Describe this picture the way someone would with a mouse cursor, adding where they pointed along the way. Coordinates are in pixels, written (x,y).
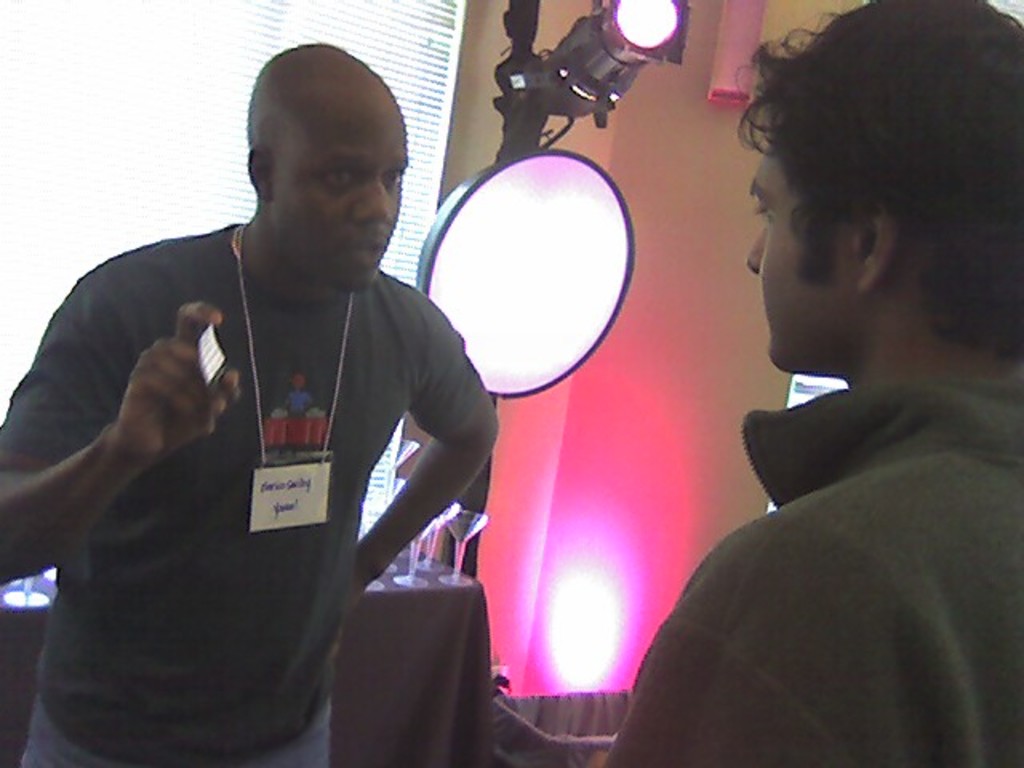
In this image there are two persons (358,492). The person (307,449) in the left (239,385) is taking something. In the background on table (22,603) there are glasses (468,542). there is light (604,57). This is a screen (527,259).
